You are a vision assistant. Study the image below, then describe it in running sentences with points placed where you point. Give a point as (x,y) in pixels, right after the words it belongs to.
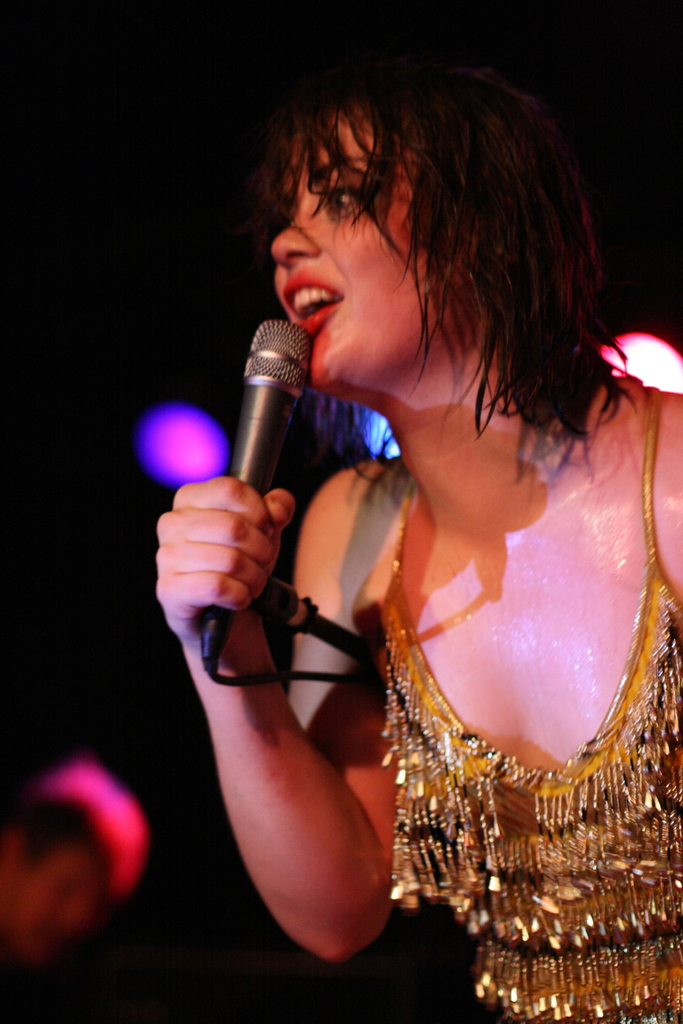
This picture is clicked in a musical concert. There is a woman (327,691) who is holding a microphone (270,478) in her hand (260,517) and she is talking on the microphone (281,441). Behind her, we see lights (613,364) and in the background (201,183), it is black in color. In the left bottom of the picture (44,843), we see the face (67,882) of the man (65,881).
